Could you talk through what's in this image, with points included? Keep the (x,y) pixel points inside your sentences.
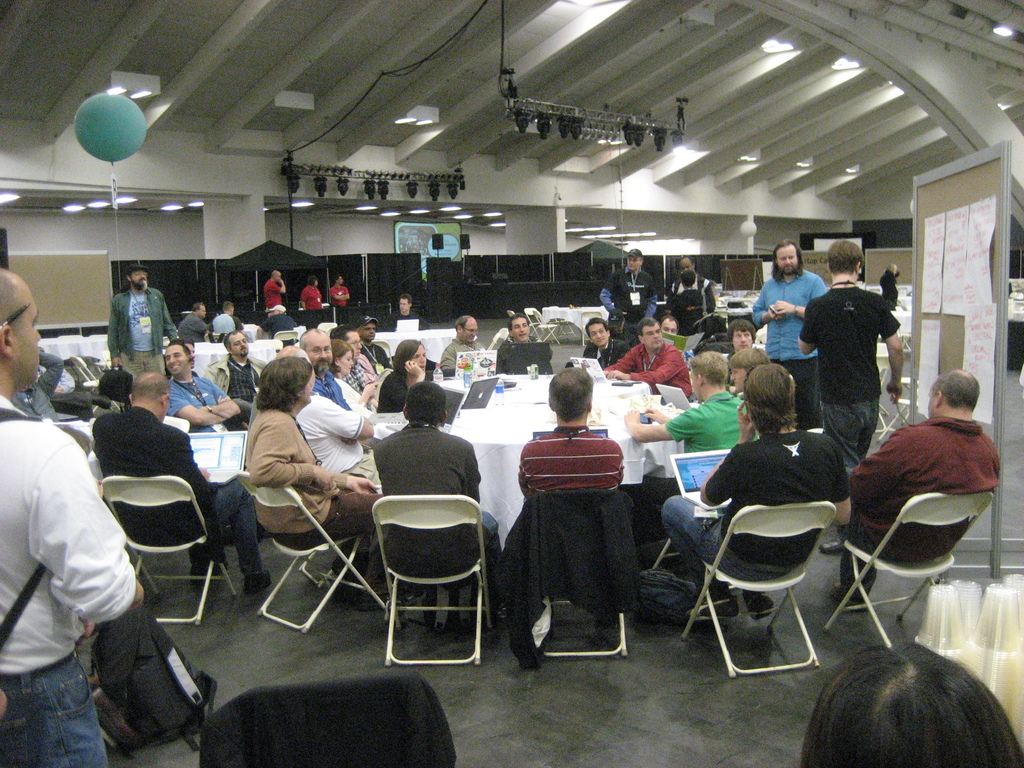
A group of people (359,482) are sitting around a table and listening to a man (809,365). There are few other people (828,433) standing around.
